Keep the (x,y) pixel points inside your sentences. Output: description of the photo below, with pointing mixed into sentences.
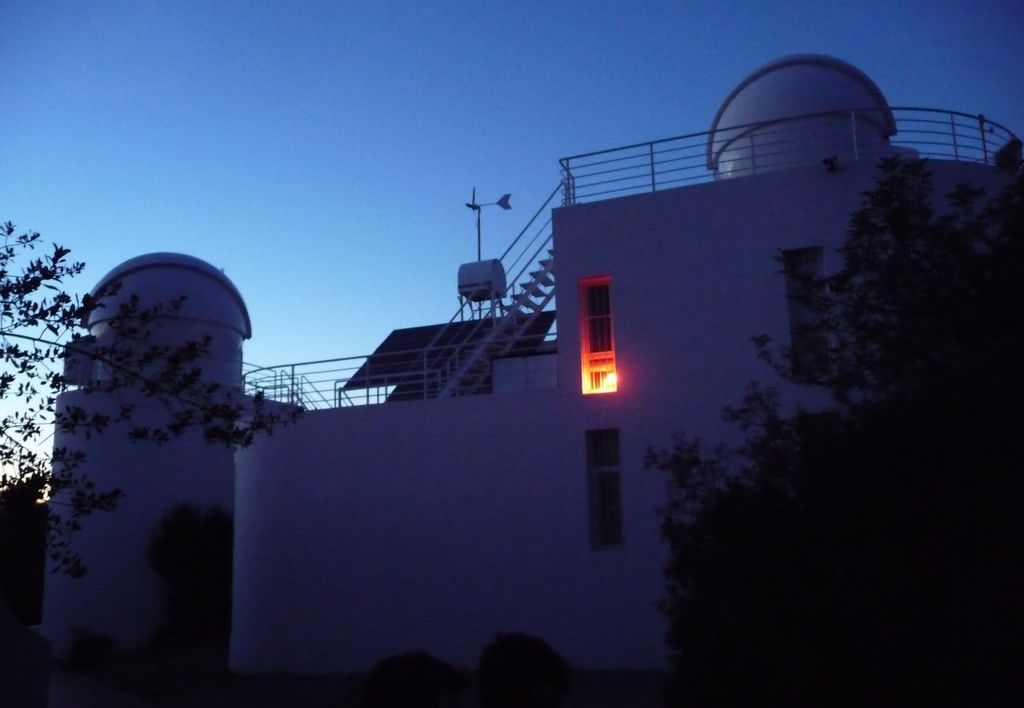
In this image I can see the trees (787,565). In the background (513,494) I can see the building (490,413). I can see the stairs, railing (336,381) and the windows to the building (467,431). I can also see the blue sky (349,367) in the back (326,323).
